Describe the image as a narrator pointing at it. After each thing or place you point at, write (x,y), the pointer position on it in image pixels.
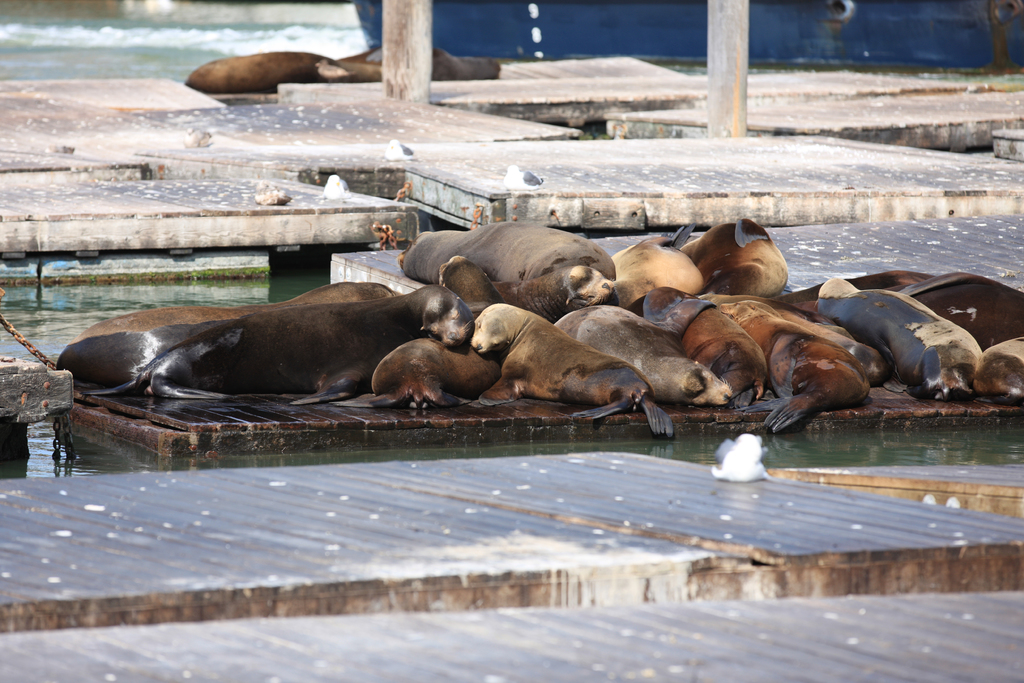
Here in this picture we can see number of seals (461,296) present over there and we can also see water (309,269) present over there.
